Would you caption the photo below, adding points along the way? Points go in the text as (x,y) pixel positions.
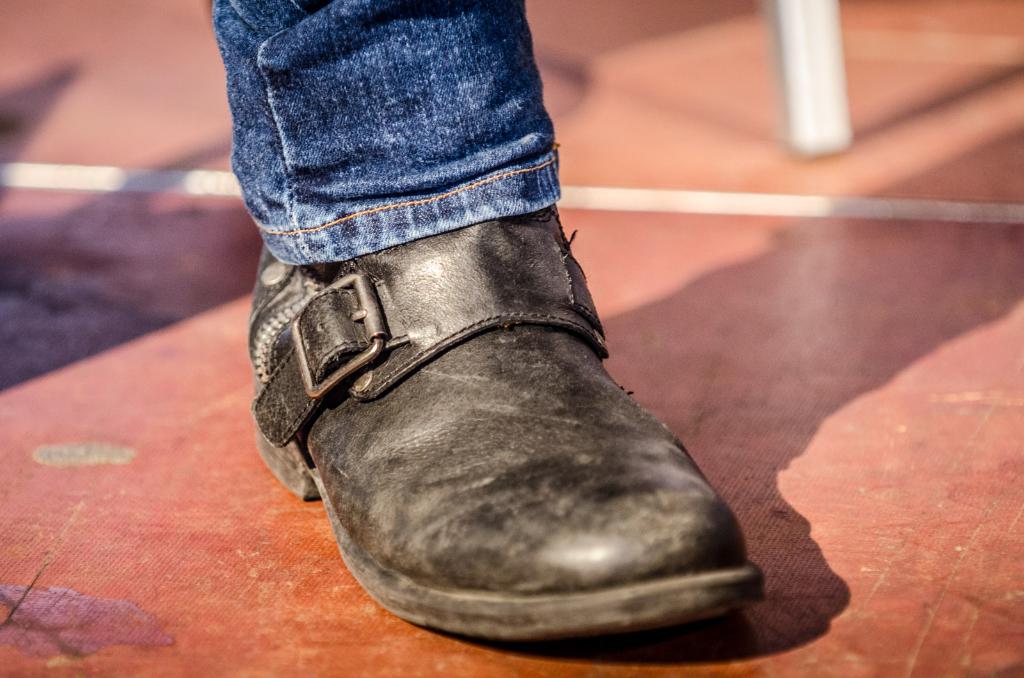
In this image, I can see a leg (378,505) of a person (374,490) with a shoe (425,396), which is on the floor (834,277).
